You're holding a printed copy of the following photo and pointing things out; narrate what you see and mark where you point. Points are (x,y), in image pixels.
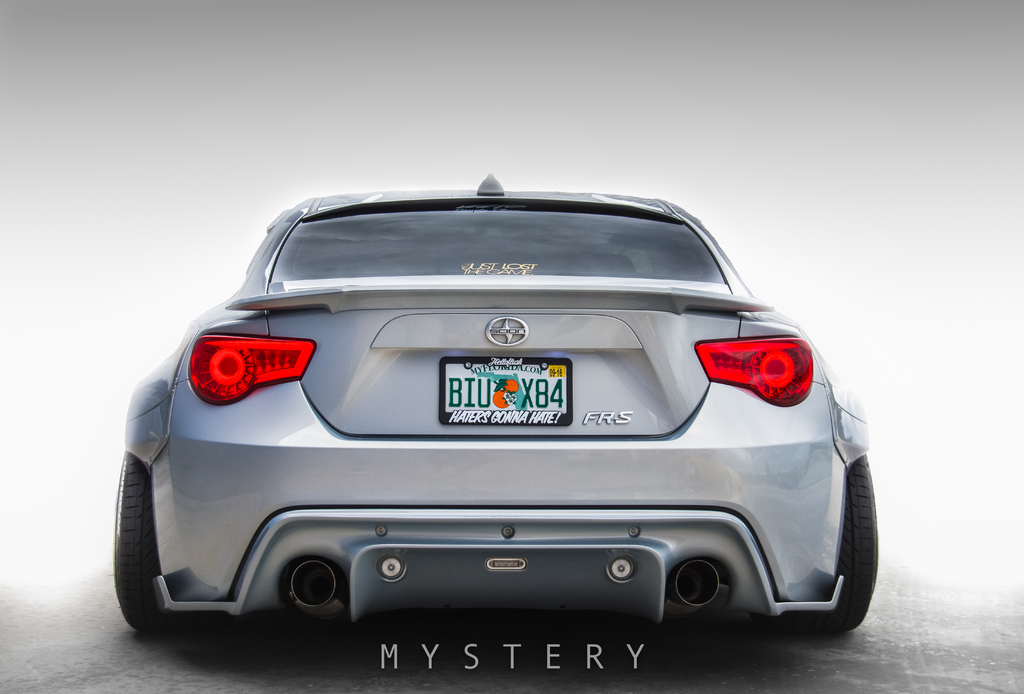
In this image we can see a car (416,480) from the backside.
